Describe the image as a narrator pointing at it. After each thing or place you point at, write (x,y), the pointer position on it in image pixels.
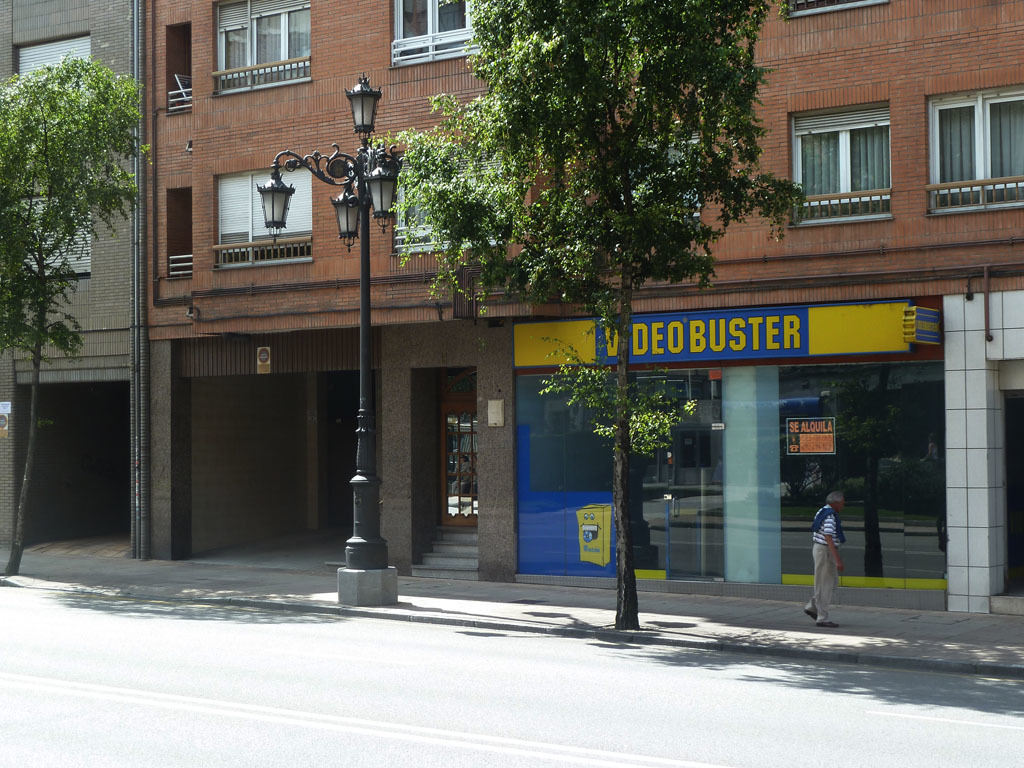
In this image, there are a few buildings (806,123). We can see some stairs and a pole (360,536) with some lights (273,233). There are a few trees (595,46). We can see a person (826,523). We can see some boards (575,332) with text (768,348). We can also some glass (781,442). We can see the reflection (798,411) of trees (881,391) and the ground (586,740) on the glass (879,409).
